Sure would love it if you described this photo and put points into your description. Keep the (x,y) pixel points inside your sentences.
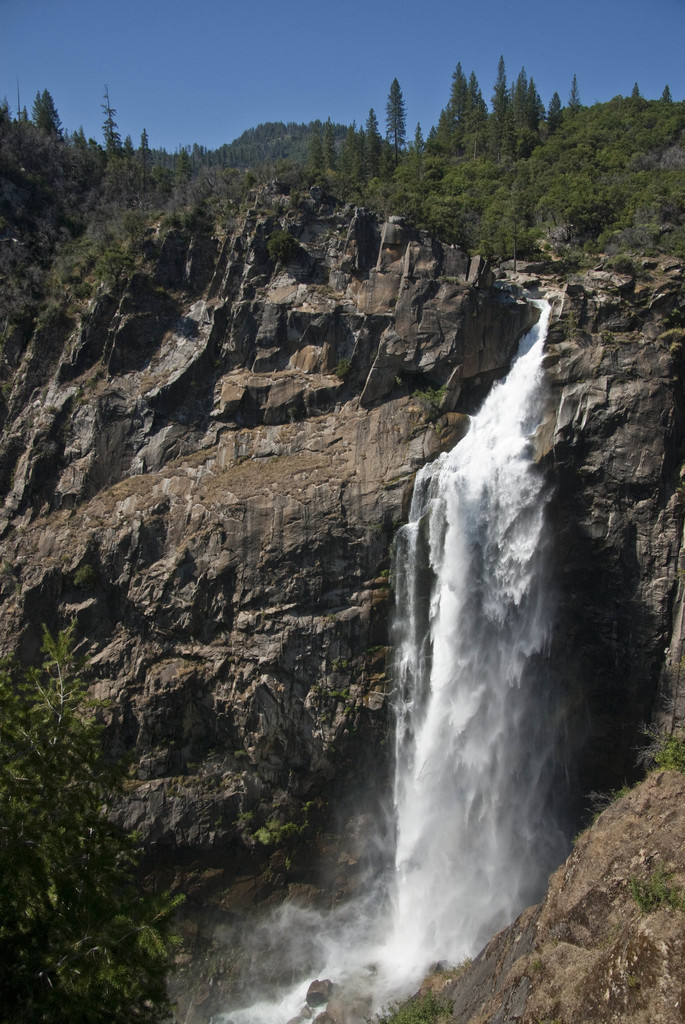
This image is taken outdoors. At the top of the image (418,31) there is the sky (344,85). In the middle of the image (298,391) there are many rocks (323,479). There is a waterfall (498,582) with water (494,697). There are many trees (115,158) and plants (554,195) on the ground (666,203).
